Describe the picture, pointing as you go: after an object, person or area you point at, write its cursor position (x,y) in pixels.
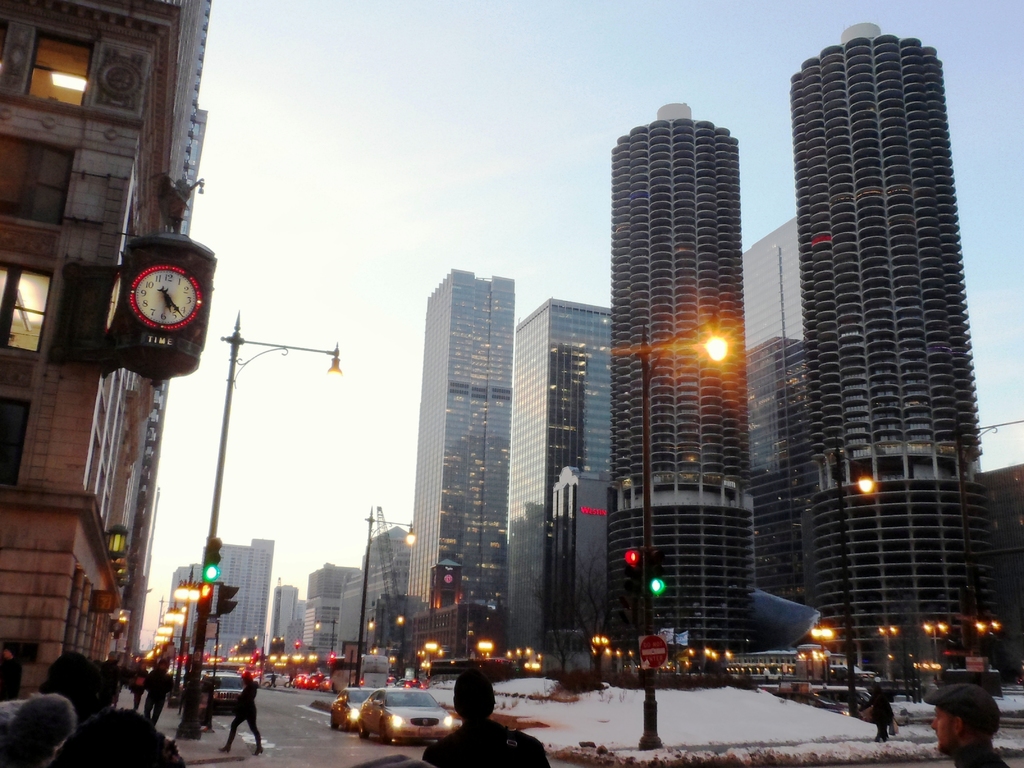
On the right (717,190) and left side of the image (16,120) there are few buildings (633,368), in front of the buildings (615,442) there are some utility poles (648,451). In the middle of the building (261,638) there is a road (310,699). On the road (321,693) there are few vehicles (375,697) are passing and some people (155,706) are walking on the pavement (207,736). In the background (505,121) there is a sky (581,120).
